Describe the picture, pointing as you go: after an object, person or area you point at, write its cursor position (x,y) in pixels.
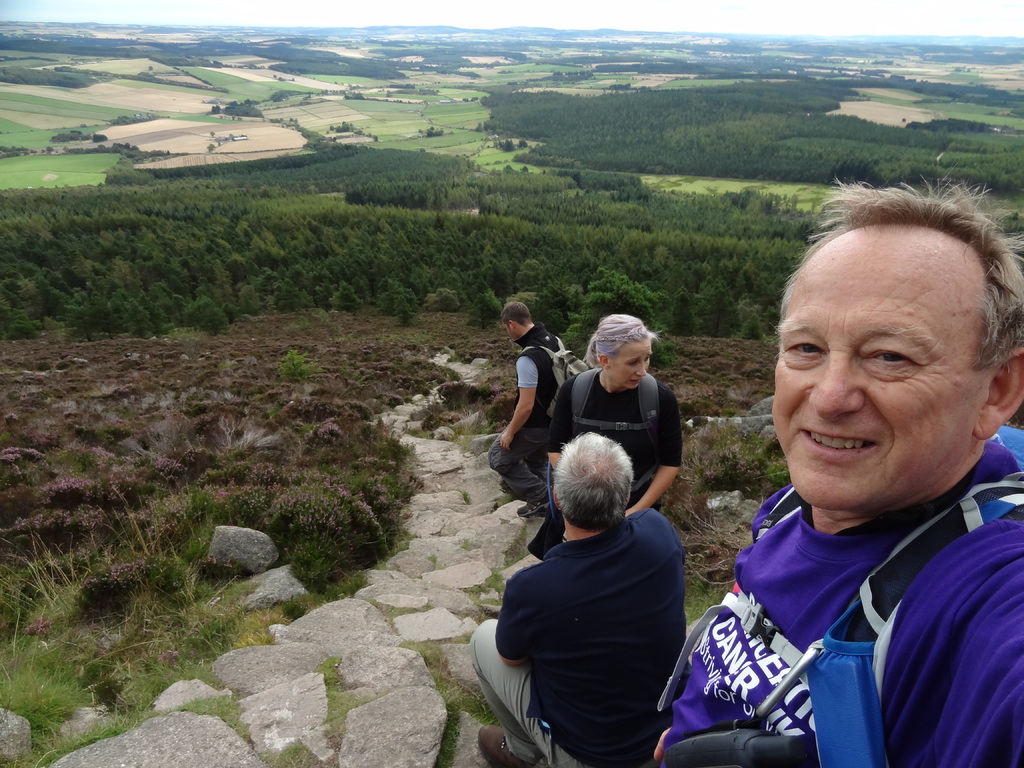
In this image we can see group of people (546,480) on the ground (405,474). We can also see some stones (412,565), grass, plants (366,515), rocks (445,497), a group of trees (763,322) and the sky (750,2).
